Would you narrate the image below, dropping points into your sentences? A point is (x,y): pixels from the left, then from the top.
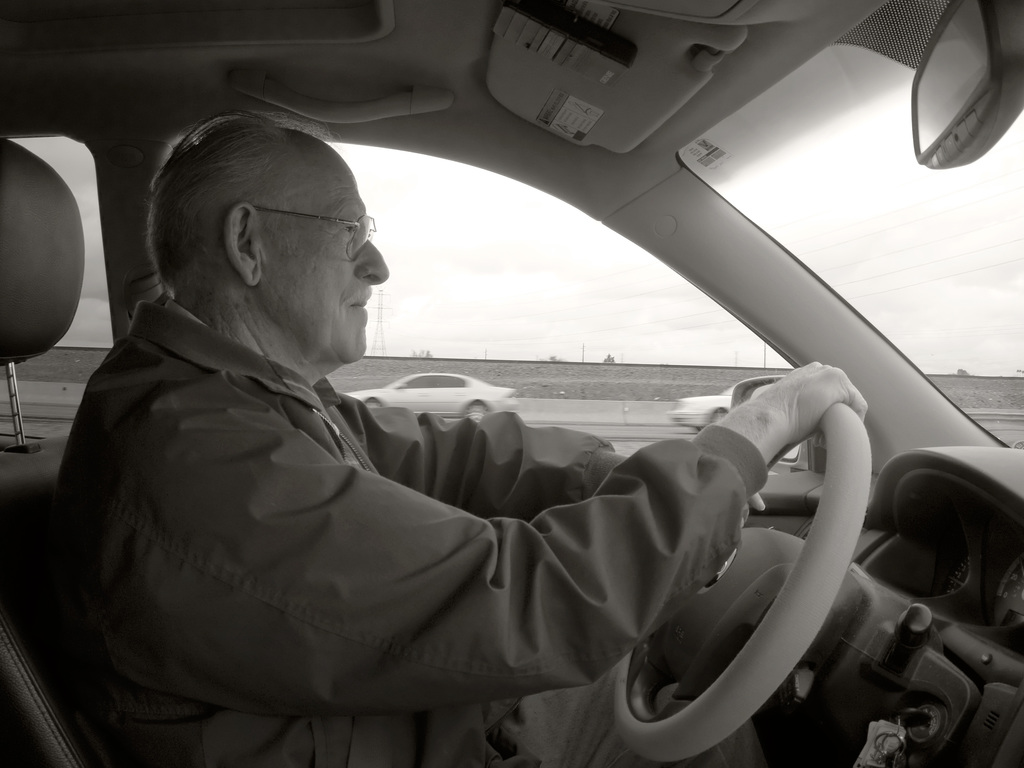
In this picture there is a man (390,447) with the jacket (349,547) is sitting inside the car (697,700). He is holding a steering (843,451) in his hands (768,410) and he is driving. Outside the window (499,406) there is a road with two cars (672,410) on it. On the top (976,88) there is a mirror (958,86), and at the bottom (903,722) a keys (918,713).
